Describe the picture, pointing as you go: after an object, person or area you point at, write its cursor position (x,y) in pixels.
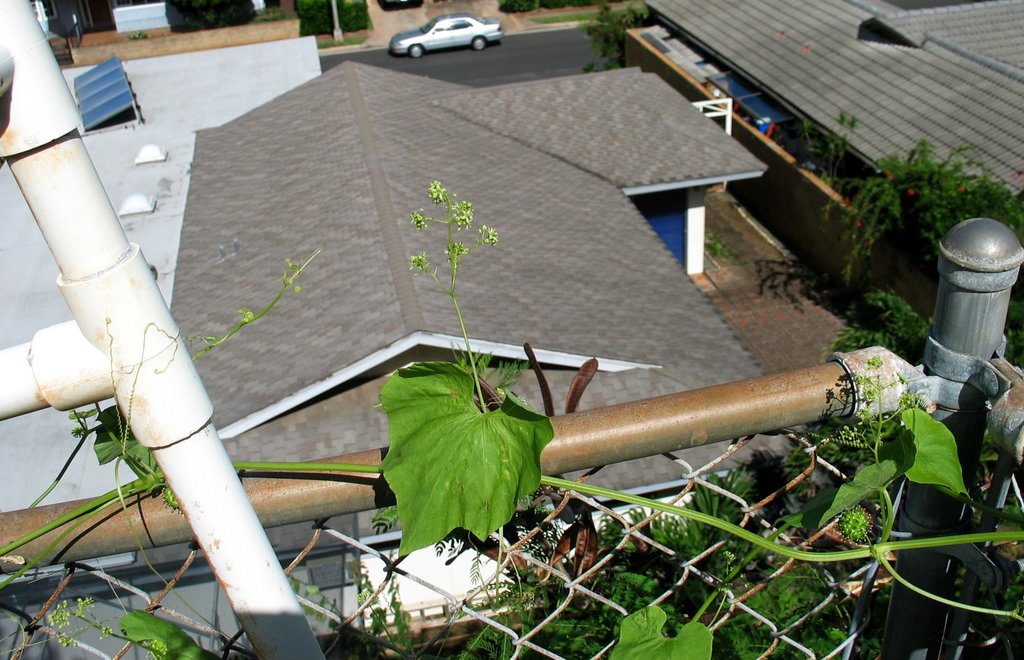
In this image we can see a plant leaf (467,461) on the fence (119,532). In the background (77,490), we can see group of buildings (374,244), a car (437,44) parked on the ground (404,65), poles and group of trees (323,11).
